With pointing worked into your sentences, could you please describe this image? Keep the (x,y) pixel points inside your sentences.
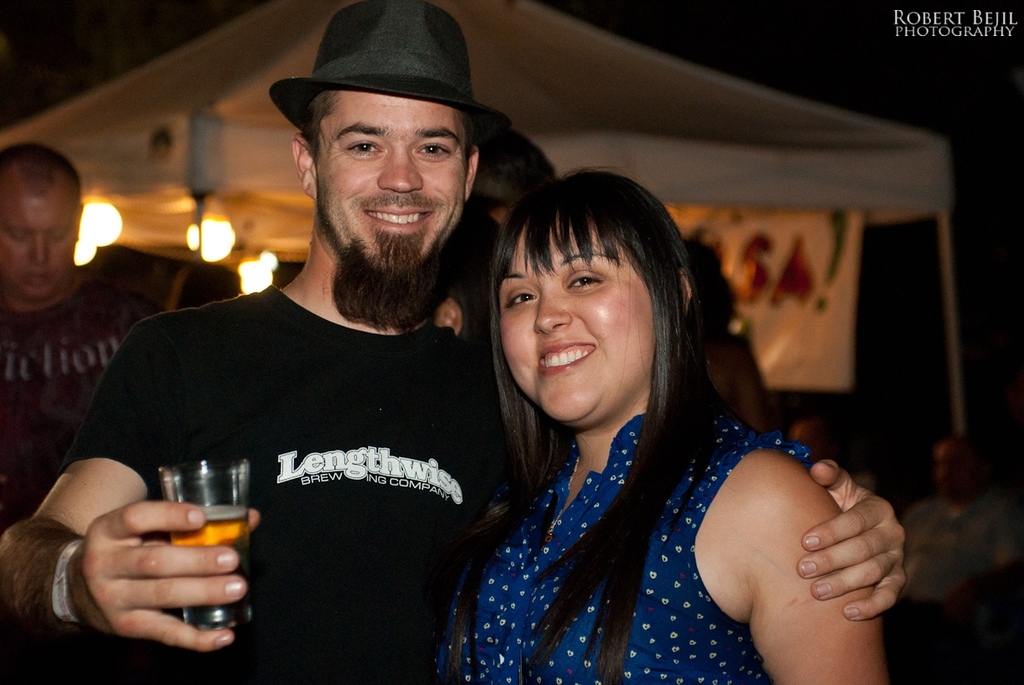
In this image I can see a man (486,434) and woman (618,478) standing. The man (308,530) is holding a glass (214,601). At the background (157,173) we can see a tent (252,117) and lights (228,229). The men (423,231) is wearing a hat (440,77) and both are smiling.
